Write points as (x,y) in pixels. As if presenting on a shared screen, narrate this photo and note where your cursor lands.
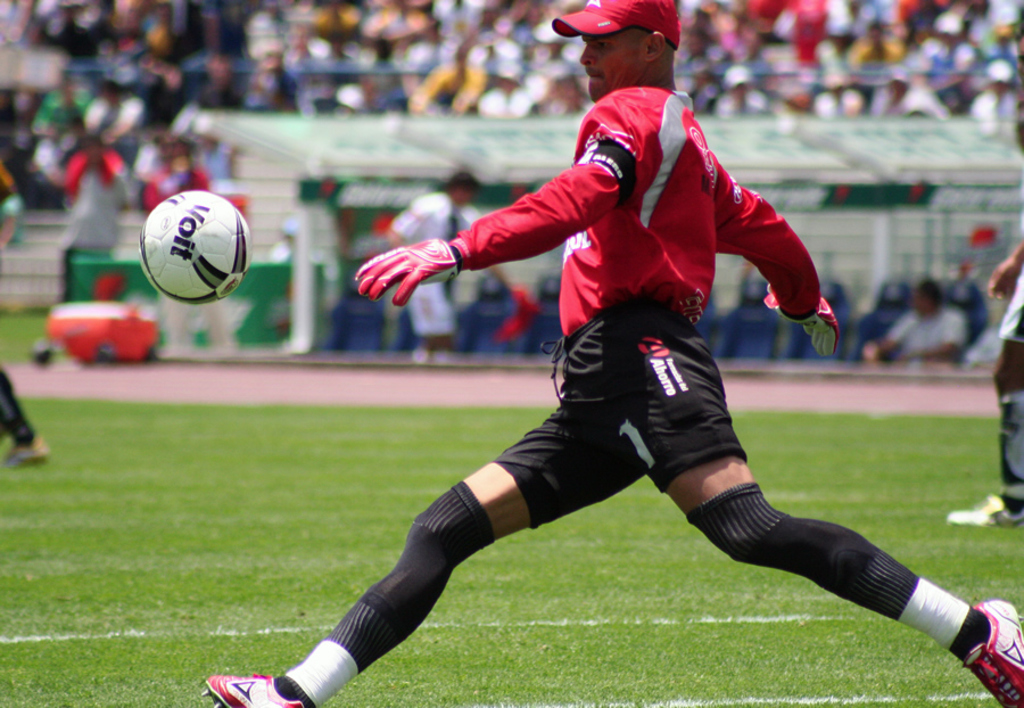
This image consists of a man (567,395) playing football. He is about to kick the ball (168,234). In the background (416,48), there is a huge crowd (945,35). At the bottom (194,580), there is green grass (227,523). On the left (209,289), there is a ball (223,279).
